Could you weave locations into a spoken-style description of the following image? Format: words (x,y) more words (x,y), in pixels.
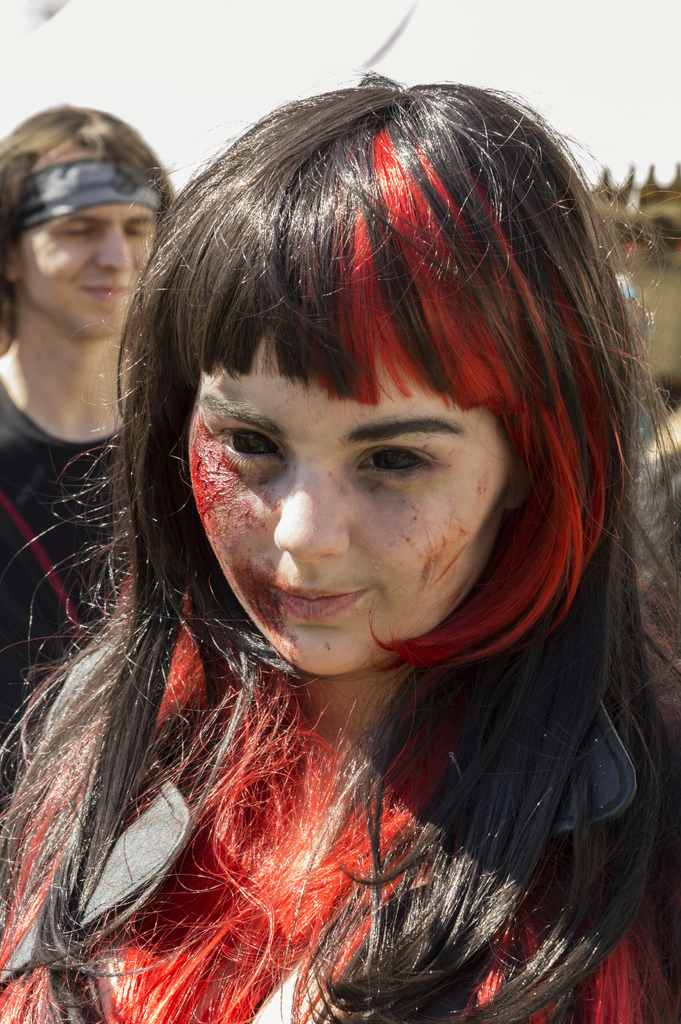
In this image we can see a girl (238,607). Behind one man (80,444) is there who is wearing black color dress (63,551).
